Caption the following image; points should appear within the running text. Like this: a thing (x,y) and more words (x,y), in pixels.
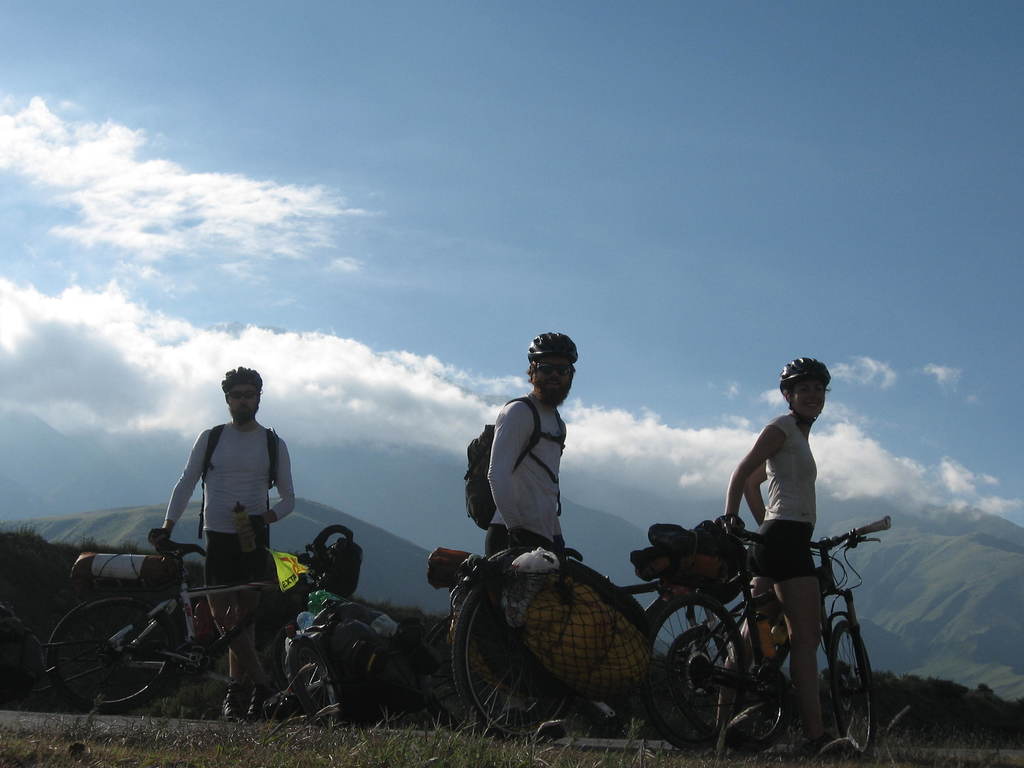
Sky (92,226) is cloudy. These persons (544,423) are holding a bicycle (489,622). This person (242,594) is holding a bottle (249,536) and bag (217,433). This 3 persons (819,370) wore helmet (564,351). Far there are mountain (423,557).
